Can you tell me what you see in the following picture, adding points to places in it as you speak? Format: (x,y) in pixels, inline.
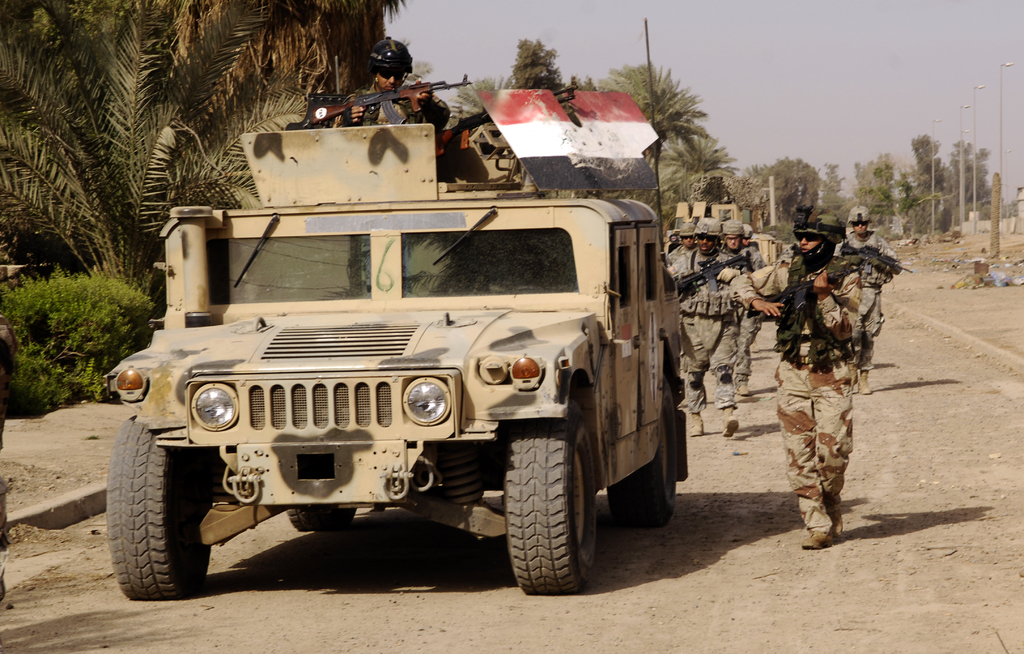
This image is taken outdoors. At the bottom of the image (686,606) there is a ground (932,506). In the background (127,240) there are many trees (707,154) and plants (897,181). At the top of the image (622,55) there is the sky (836,66). On the right side of the image (963,147) there are a few poles (975,131) with street lights (961,177) and there is a wall (1019,222). In the middle of the image (496,318) a vehicle (567,435) is moving on the road (280,513) and a few men (712,292) are walking on the road (768,380). They are holding guns (802,284) in their hands (769,306). There is a man (388,89) in the vehicle (385,136) and he is holding a gun (374,103) in his hands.
